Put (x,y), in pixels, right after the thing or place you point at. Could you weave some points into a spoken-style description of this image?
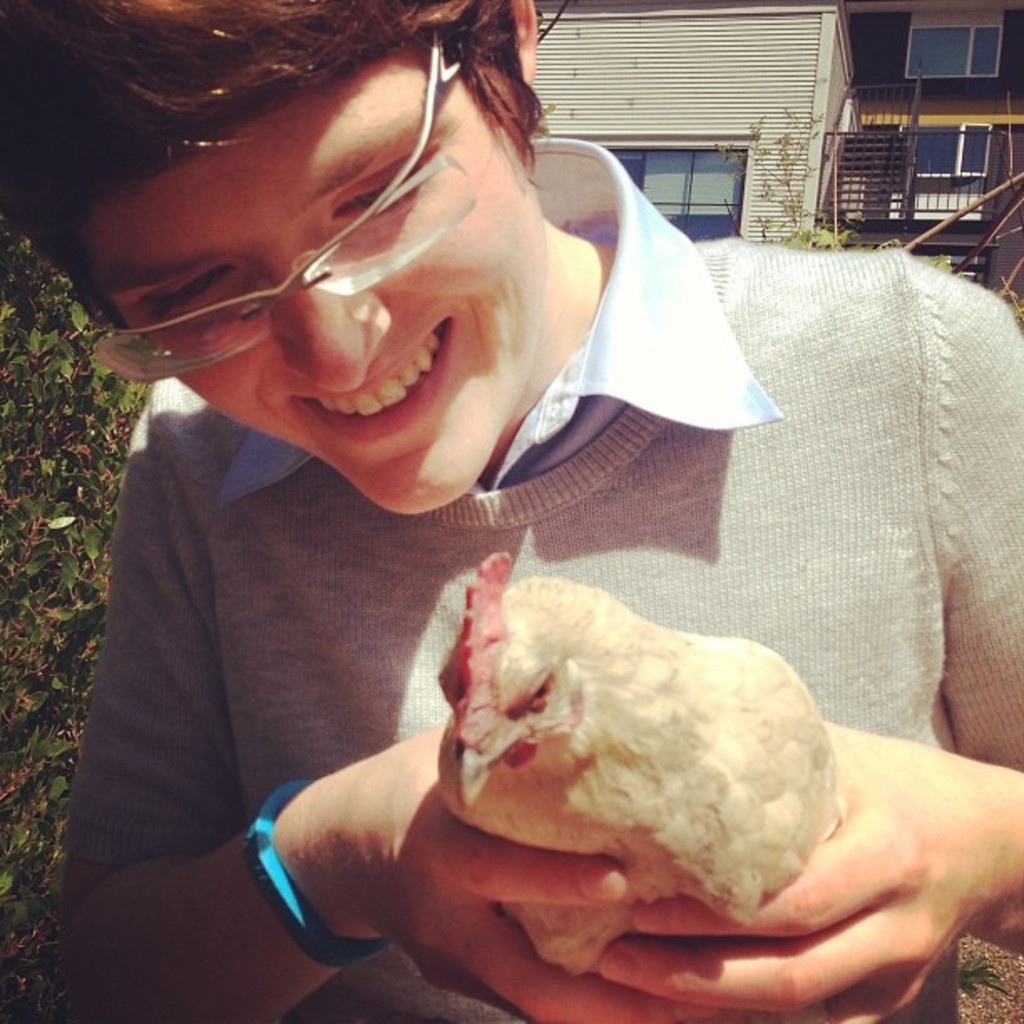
In this image we can see a person (339,351) is standing, he is smiling, and holding the hen (655,820) in the hands (722,939), at back (19,773) there is a building (613,94), there are trees (33,764).
